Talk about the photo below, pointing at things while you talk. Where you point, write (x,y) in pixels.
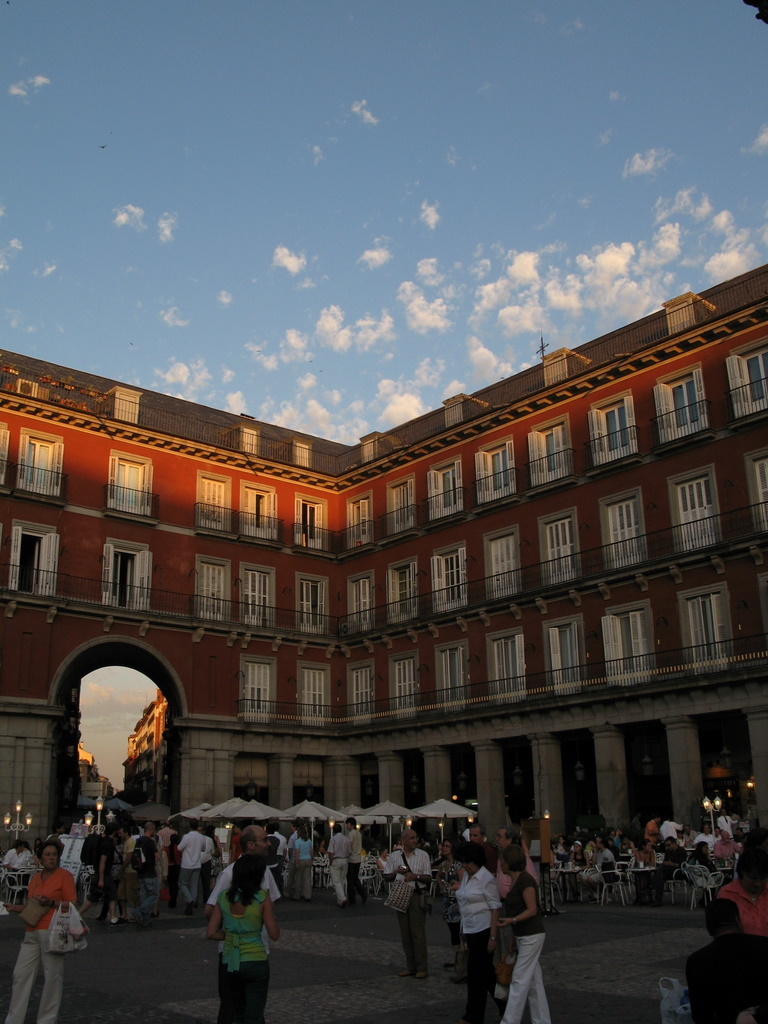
In this image we can see sky (293,281) with clouds (175,315), iron grills (248,513), building (456,448), windows (480,464), and arch (180,760), parasols (190,813), persons (656,871) sitting on the chairs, tables (641,869), persons (467,903) standing on the road (298,923) and street lights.
